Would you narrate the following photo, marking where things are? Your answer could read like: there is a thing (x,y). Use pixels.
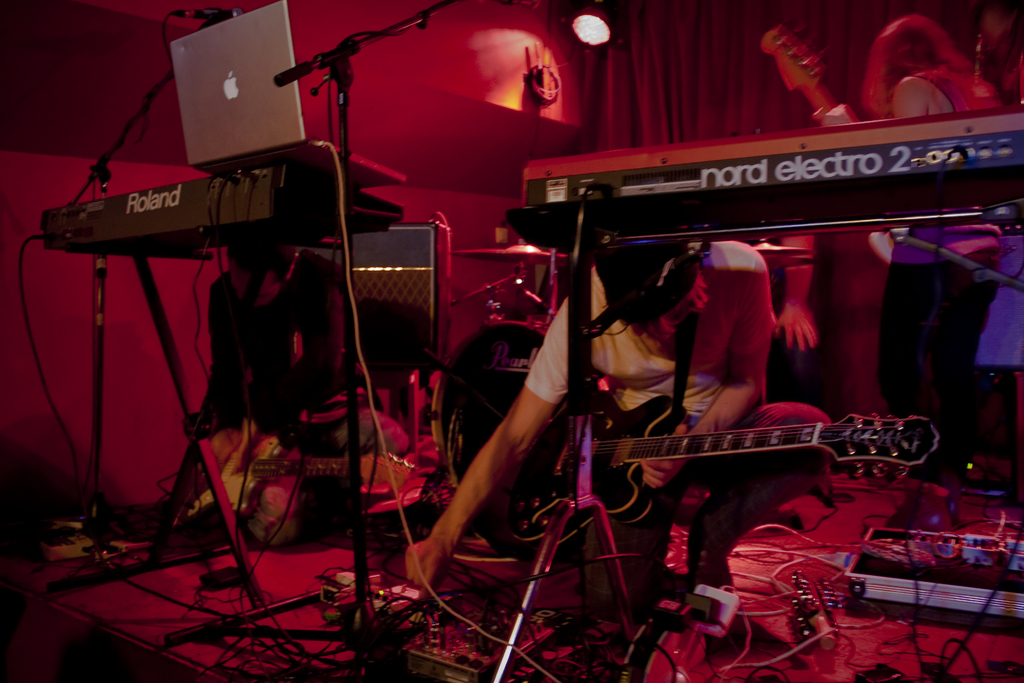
In the picture I can see people (607,579) are holding musical instruments (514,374). I can also see a laptop (206,168), musical instruments (536,464), wires (584,565), lights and some other objects (576,483) on the floor (165,618).
